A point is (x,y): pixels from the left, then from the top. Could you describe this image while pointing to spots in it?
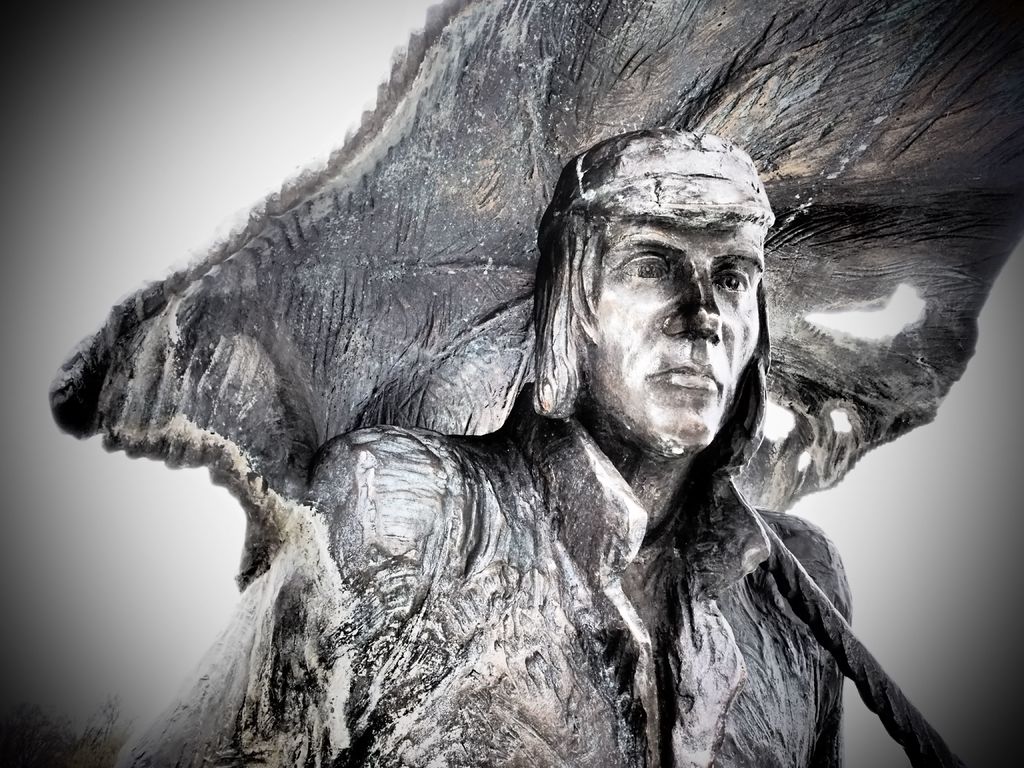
In this picture, it seems to be there is a statue (654,356) in the center of the image (441,317).
